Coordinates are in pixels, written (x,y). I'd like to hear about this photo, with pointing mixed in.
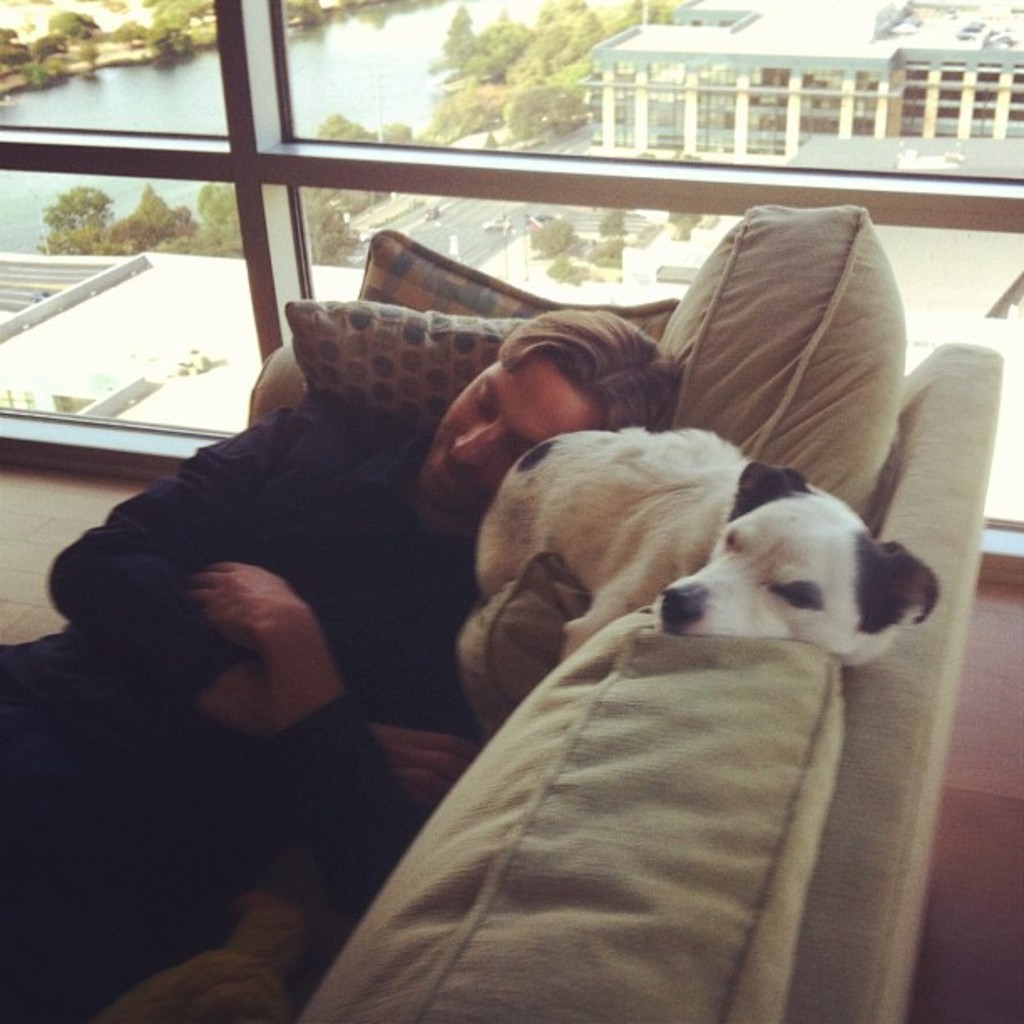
In this image we can see a man (127,871) and a dog (640,447) are sleeping on a sofa (495,895). This is a glass window (492,240).
